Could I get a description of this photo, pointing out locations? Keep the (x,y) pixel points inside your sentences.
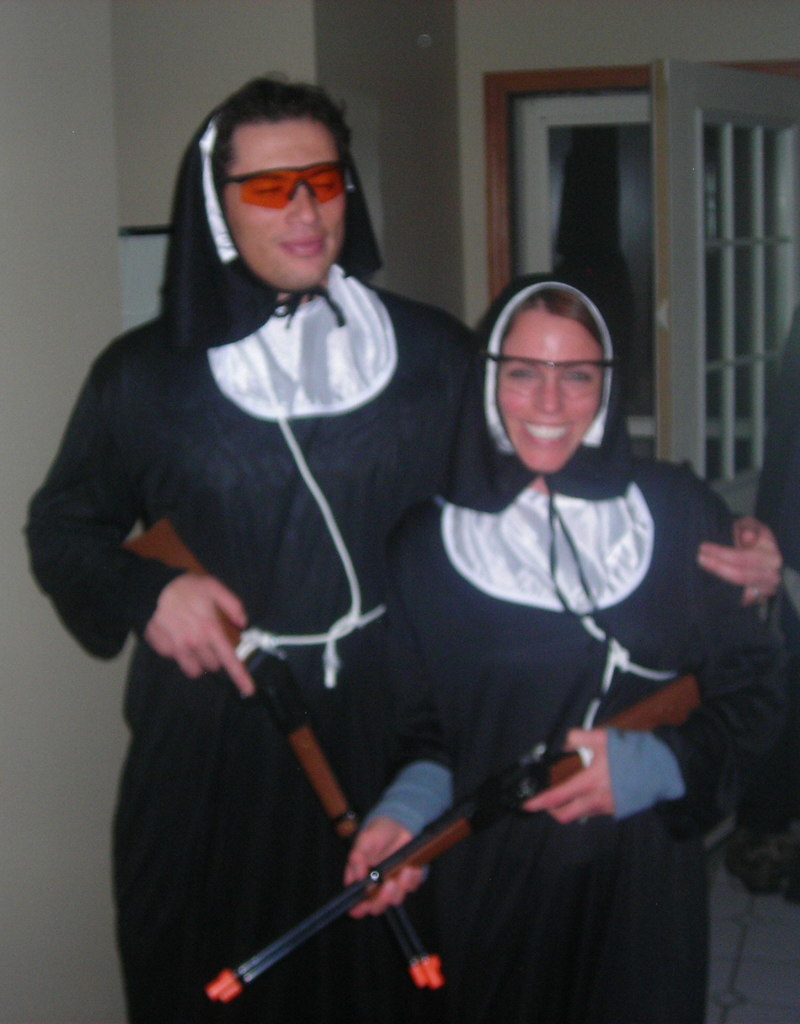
Here a man (265,370) is standing by holding a gun (277,654), he wore a black color dress (273,491). Here a woman (634,628) is standing, she is smiling behind her there is a window (749,366).
